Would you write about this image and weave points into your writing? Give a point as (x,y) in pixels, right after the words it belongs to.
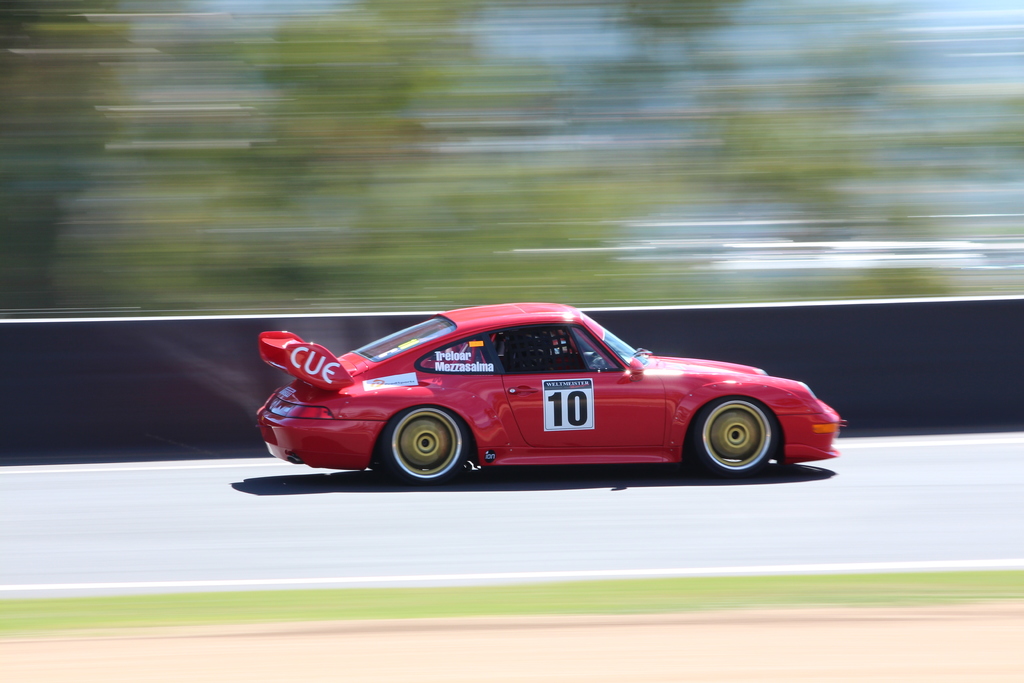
A person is riding car (471,426) on the road (597,511) and at the bottom (538,609) we can see grass (553,601) on the ground (600,620). In the background (456,218) the image is blur but we can see a hoarding (132,352) and trees (360,212).
